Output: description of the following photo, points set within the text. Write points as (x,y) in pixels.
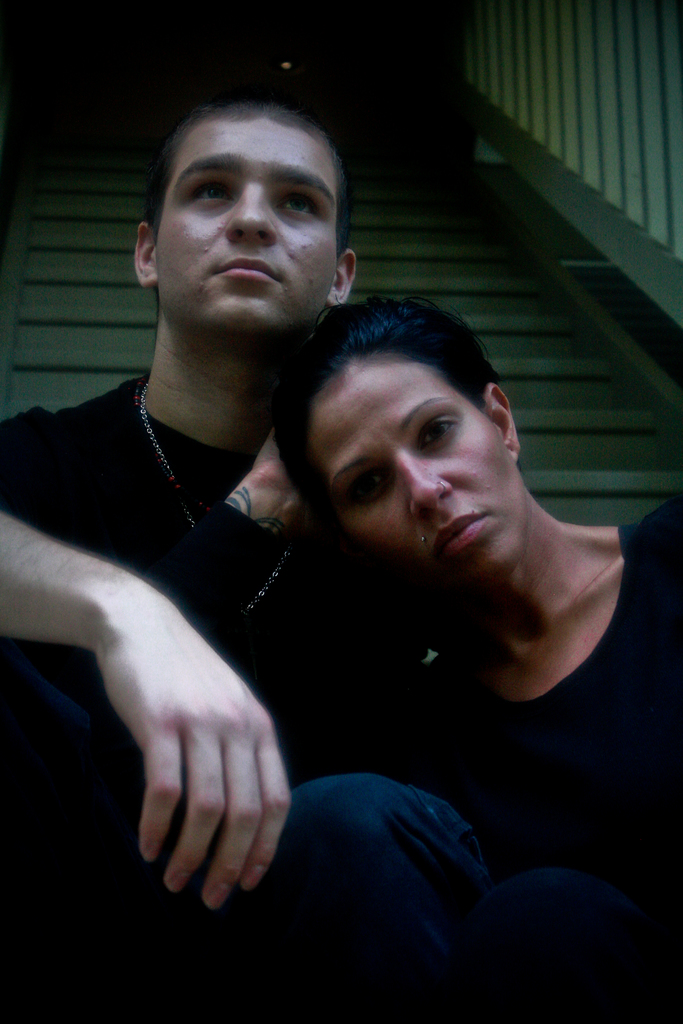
In this image we can see a man (277,634) and a lady (634,794) sitting. In the background (469,299) there are stairs (420,244).
